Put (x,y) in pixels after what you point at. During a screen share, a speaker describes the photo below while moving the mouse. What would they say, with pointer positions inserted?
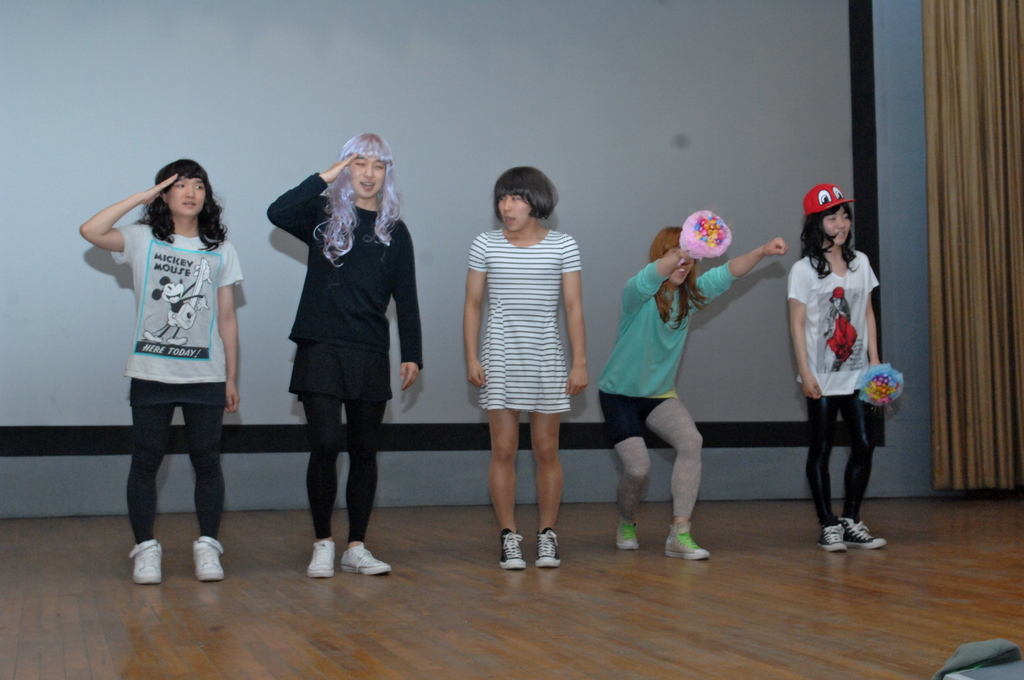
In this image, we can see a group of people (624,407) are standing on the wooden floor (692,607). Few are holding some objects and smiling. Background (887,158) there is wall (711,131) and curtain (991,215).
